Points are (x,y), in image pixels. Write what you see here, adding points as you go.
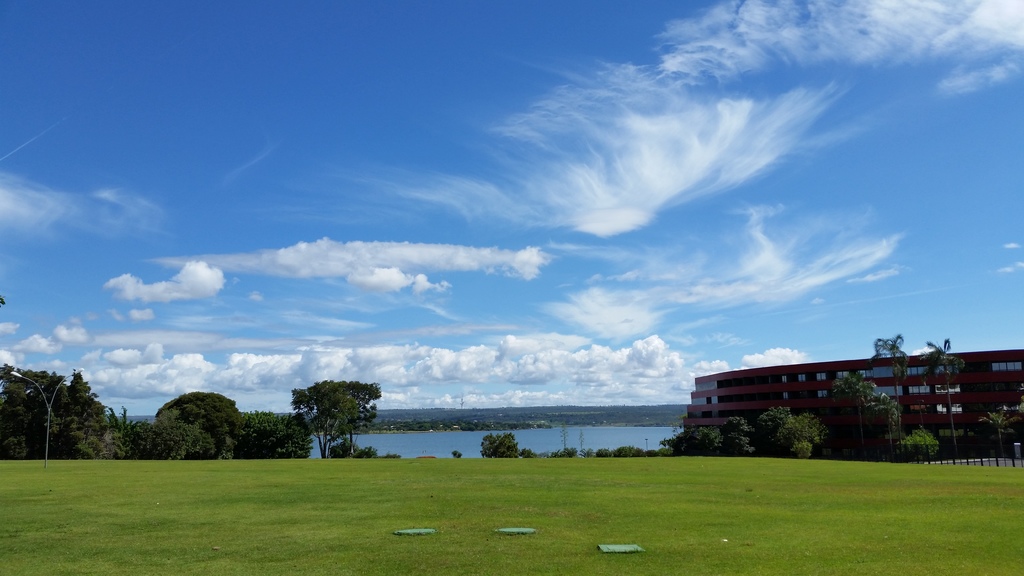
At the bottom of the picture (385,502), we see the grass (516,498) and we see something in green color. On the left side (130,441), we see the streetlights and the trees (271,432). On the right side (882,376), we see the trees (893,416) and a building (817,412) in brown and grey color. In the background (537,434), we see water (468,439) and this water (554,434) might be in the pond (553,440). There are trees (463,416) in the background (445,419). At the top (343,159), we see the sky (312,172) and the clouds (328,253).
